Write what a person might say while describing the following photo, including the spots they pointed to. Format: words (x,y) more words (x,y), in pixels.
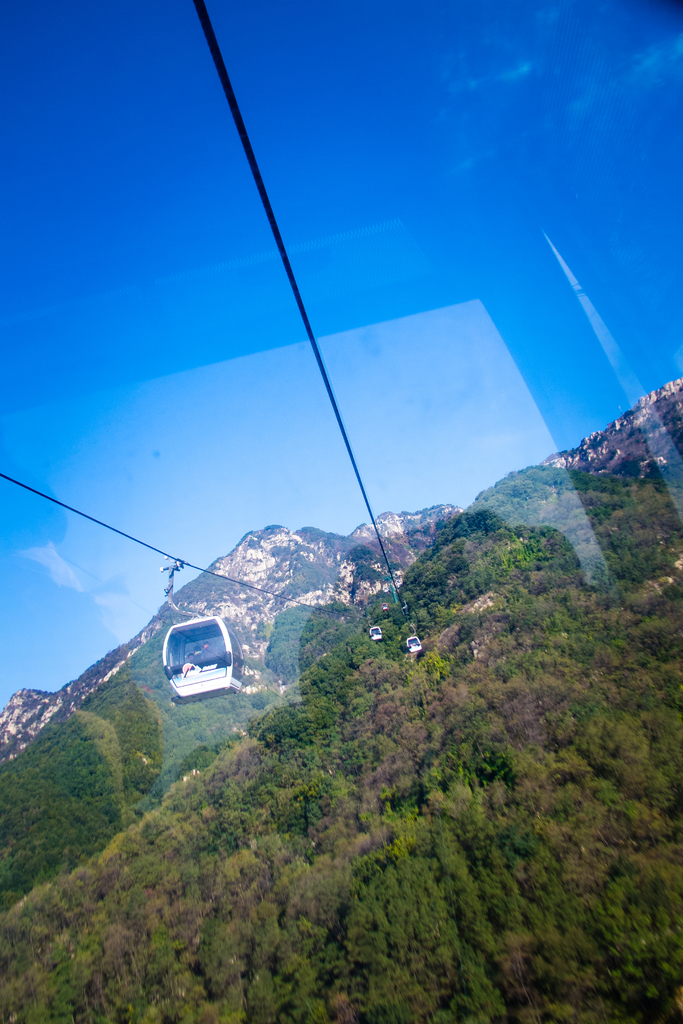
In this image we can see ropeway (223,641) in the image. There is a clear and blue sky (330,344) in the image. There are many trees (369,848) in the image. There are many hills (580,730) in the image.
